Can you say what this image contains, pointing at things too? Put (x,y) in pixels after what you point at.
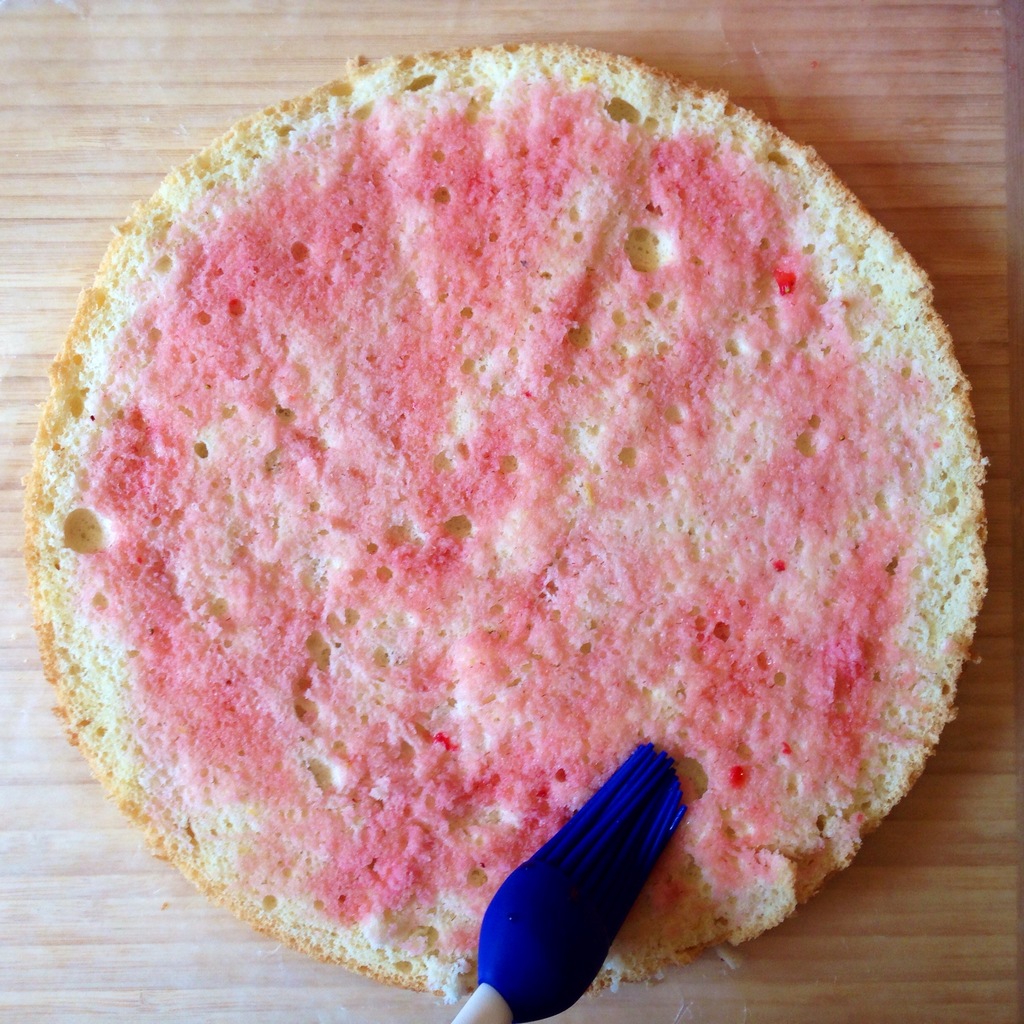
There is a violet color paint brush (616,788) on a circular shape bread (647,707). This bread (846,619) is on a surface (189,7).
